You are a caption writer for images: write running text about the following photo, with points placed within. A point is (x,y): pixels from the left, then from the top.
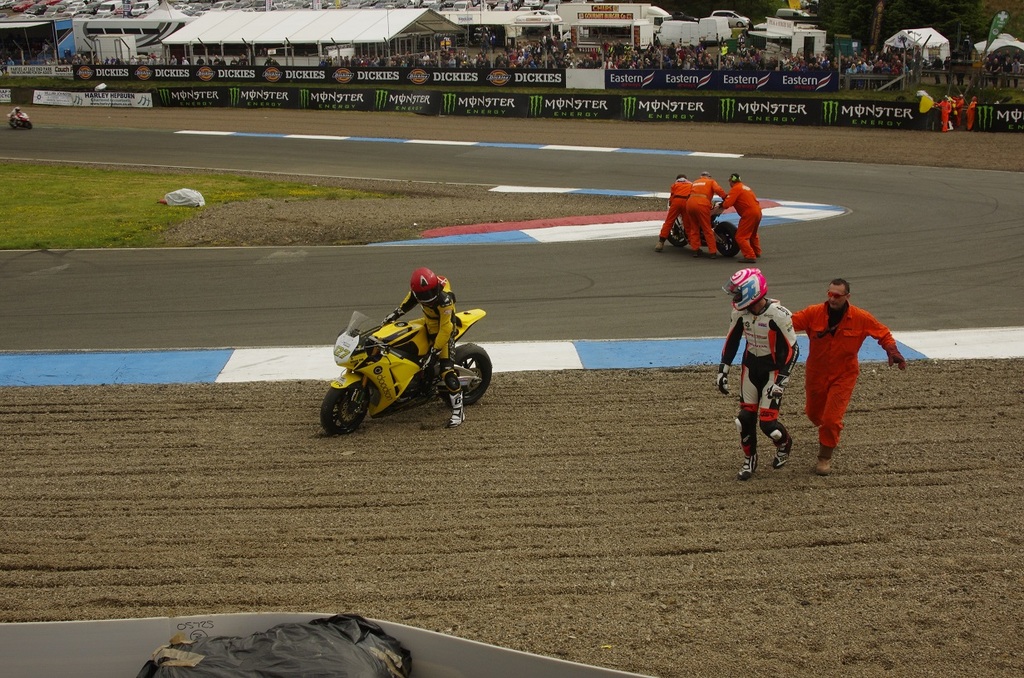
The person (418,300) wearing yellow suit (443,316) is standing on a yellow bike (408,333) and there are two other persons (788,348) standing beside him and there are three persons (707,198) holding a bike (676,235) in the background (695,205) and there are audience (553,61) in the background (518,52).
